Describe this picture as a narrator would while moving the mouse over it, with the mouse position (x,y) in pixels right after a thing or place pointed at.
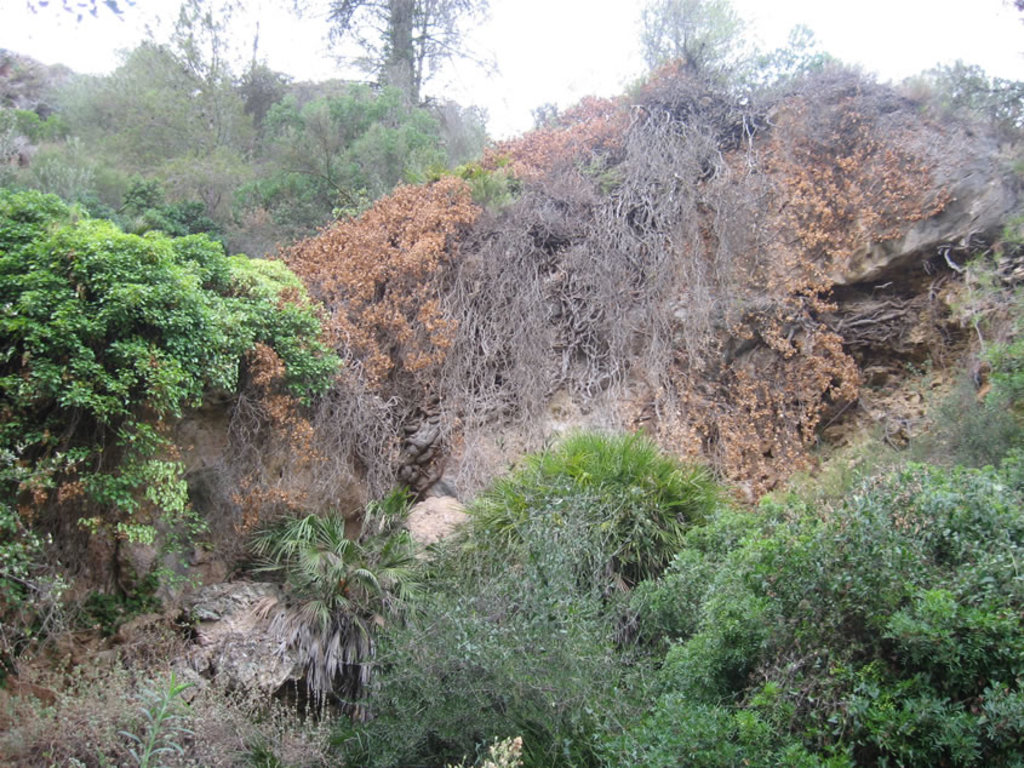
In this image we can see many trees (322,605) and plants (475,665). Also there are dried trees (565,272). In the background (512,40) there is sky (564,15).
